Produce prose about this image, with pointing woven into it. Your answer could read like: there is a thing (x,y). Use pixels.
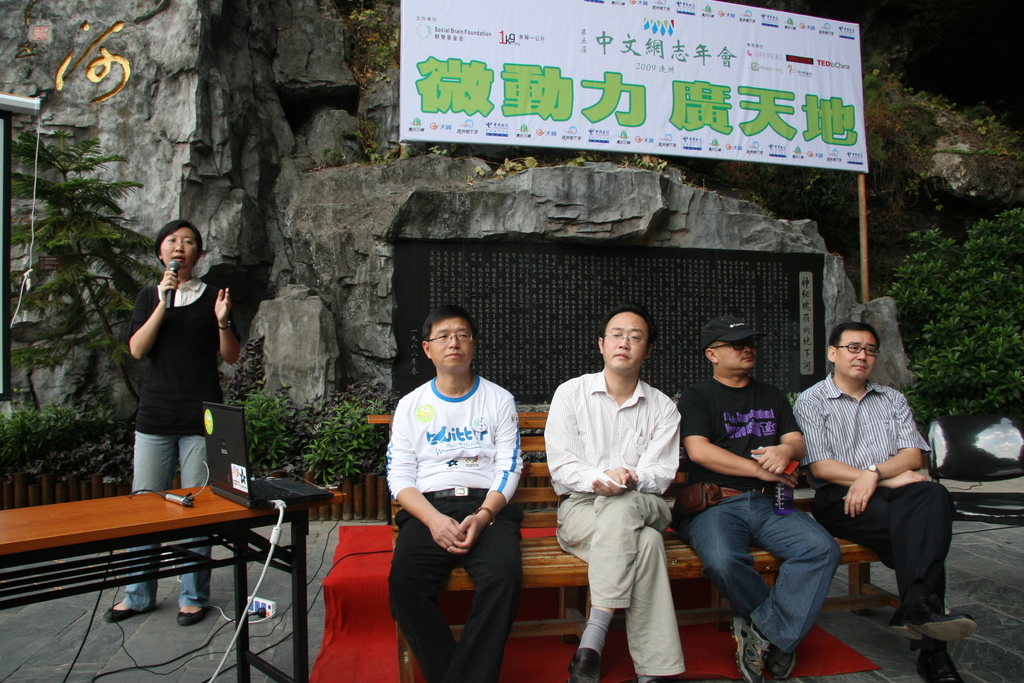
there are so many people (746,545) sitting on a bench (455,579) behind them there is a rock mountain (272,192) and women (193,378) speaking on the microphone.
